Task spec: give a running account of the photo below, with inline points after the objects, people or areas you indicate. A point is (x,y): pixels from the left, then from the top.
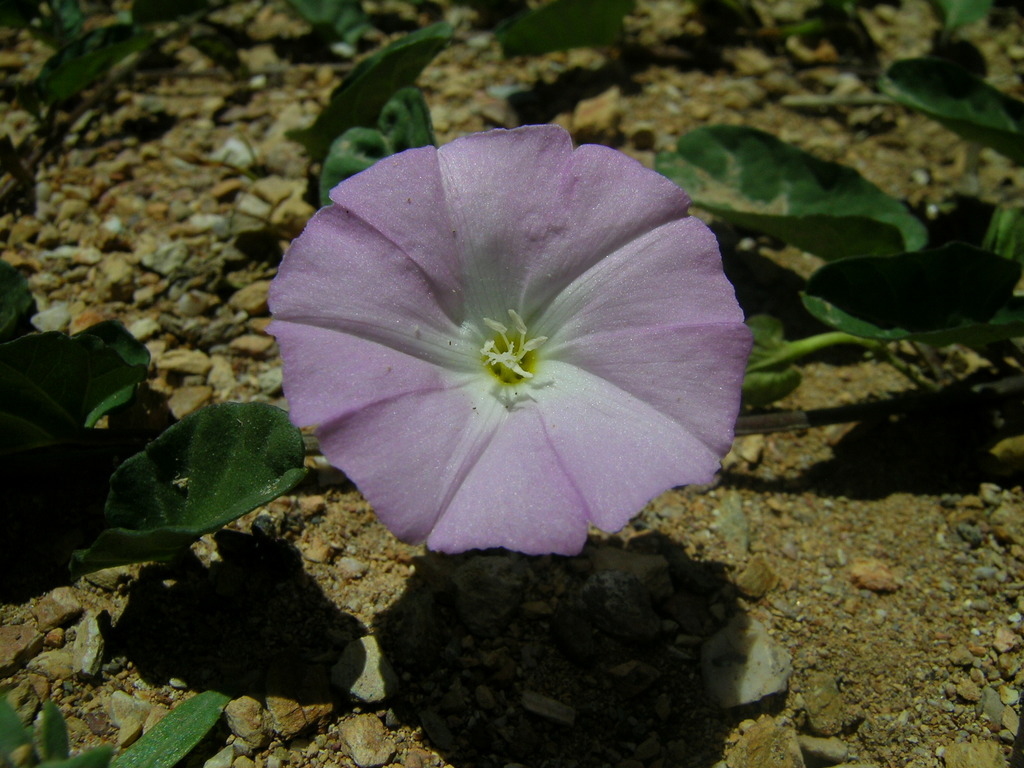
In the middle of this image (677,318), there is a violet color flower (670,326) of a plant (559,177) which is having green color leaves (8,307) on the ground (125,191) on which there are stones (646,586).
